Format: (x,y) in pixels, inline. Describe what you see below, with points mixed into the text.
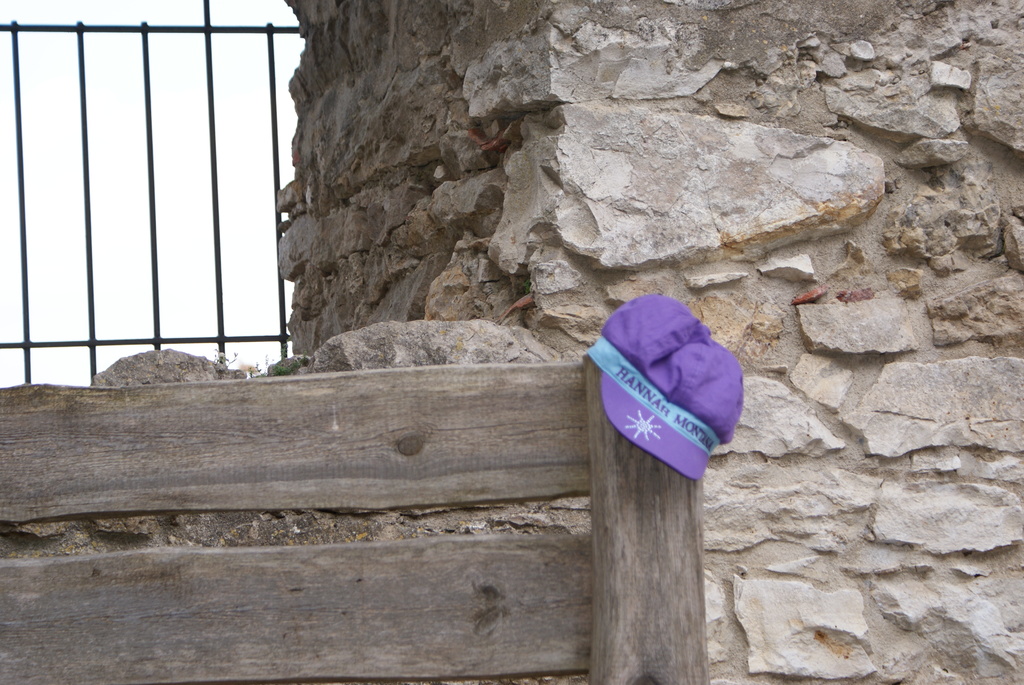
In this image, we can see a rock wall (798,256). There is cap (701,375) on the wood (604,563). There are grills (82,127) in the top left of the image (87,142).
